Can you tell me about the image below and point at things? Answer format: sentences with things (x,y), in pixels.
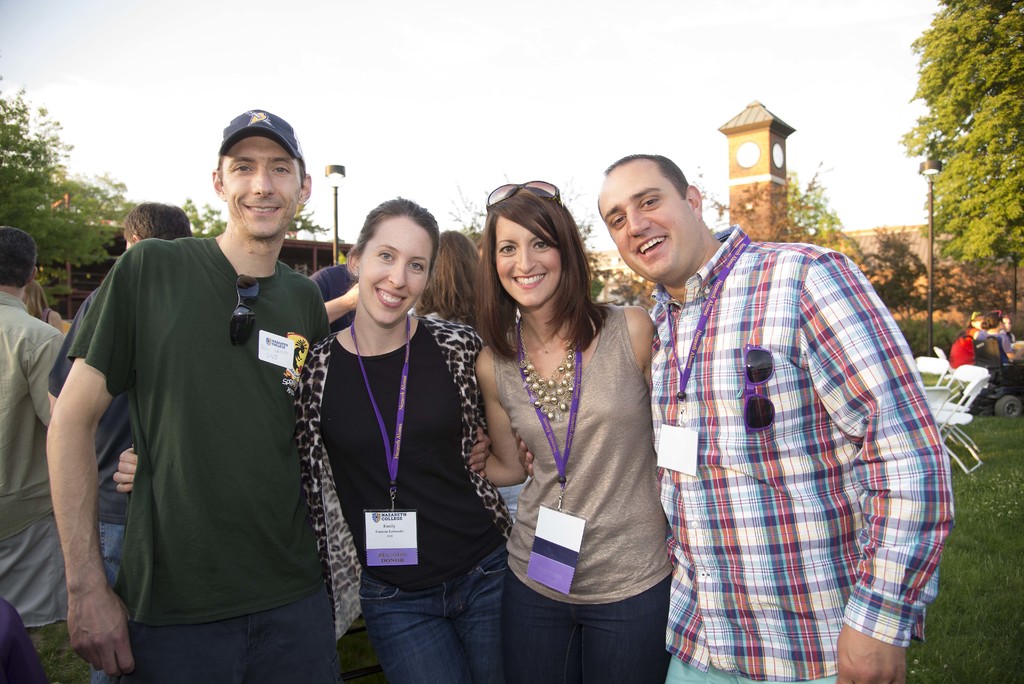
In this picture there are group of people (543,441) standing and smiling. At the back (12,285) there are group of people (24,292) standing. On the right side of the image (979,348) there are group of people (966,348) sitting on the chairs (977,450) and there are white color chairs (977,450). At the back (775,155) there is a building (762,212) and there are clocks (757,153) on the wall (776,199) and there are trees (953,256) and poles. At the top (437,93) there is sky (497,84). At the bottom (1002,581) there is grass (1002,581).
